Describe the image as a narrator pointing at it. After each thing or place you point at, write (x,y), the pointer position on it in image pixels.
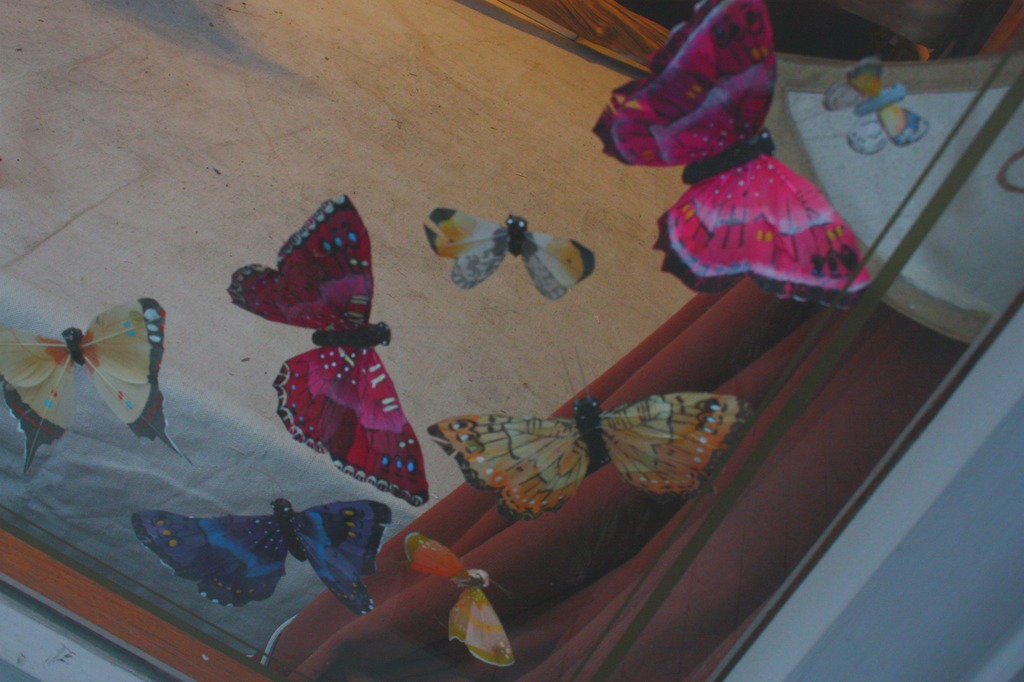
In this image I can see the glass window (619,330) and few butterfly stickers (581,423) attached to the window (222,426). Through the window (712,519) I can see the floor (220,440) and the curtain (697,501).
